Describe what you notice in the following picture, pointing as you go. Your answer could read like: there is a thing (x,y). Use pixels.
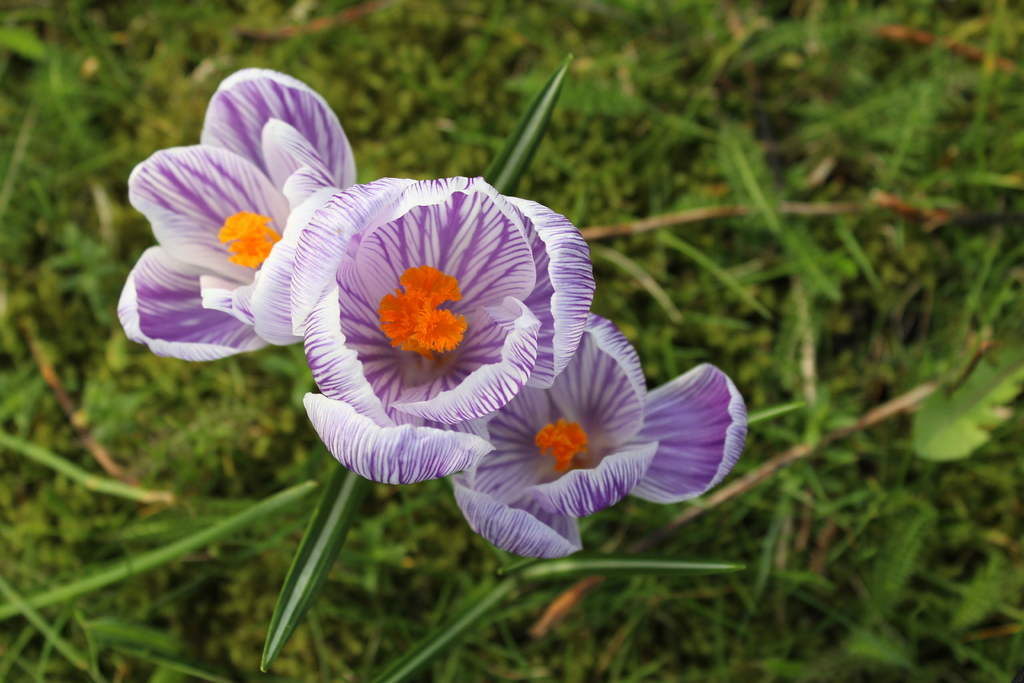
In this image I can see a flowering plant (525,398) and grass (690,276). This image is taken may be in a garden (193,570) during a day.
